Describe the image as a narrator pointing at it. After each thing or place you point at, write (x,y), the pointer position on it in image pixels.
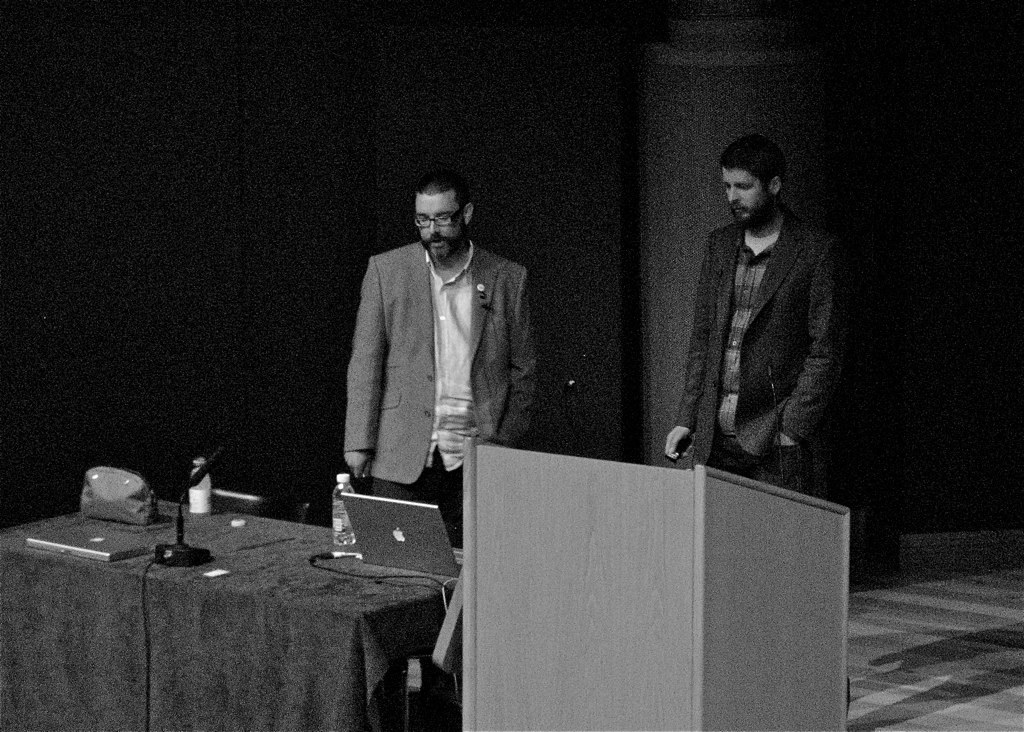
Here we can see two men (740,173) standing with a table (217,530) in front of them having laptops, bottle (343,512) and microphone (178,561) on it and beside it we can see a speech desk (555,559).
